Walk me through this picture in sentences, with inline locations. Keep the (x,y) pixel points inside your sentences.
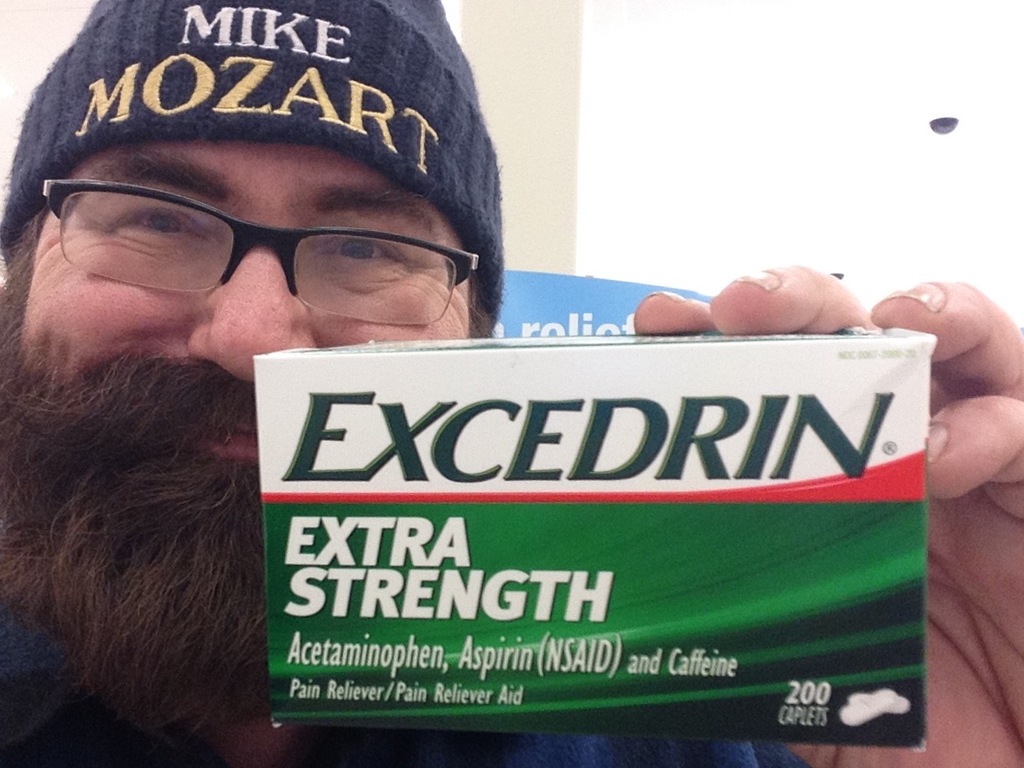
In this image we can see a person (412,293) wearing a blue color cap (329,136). He is holding tablet box (443,357) in his hand (991,710).
